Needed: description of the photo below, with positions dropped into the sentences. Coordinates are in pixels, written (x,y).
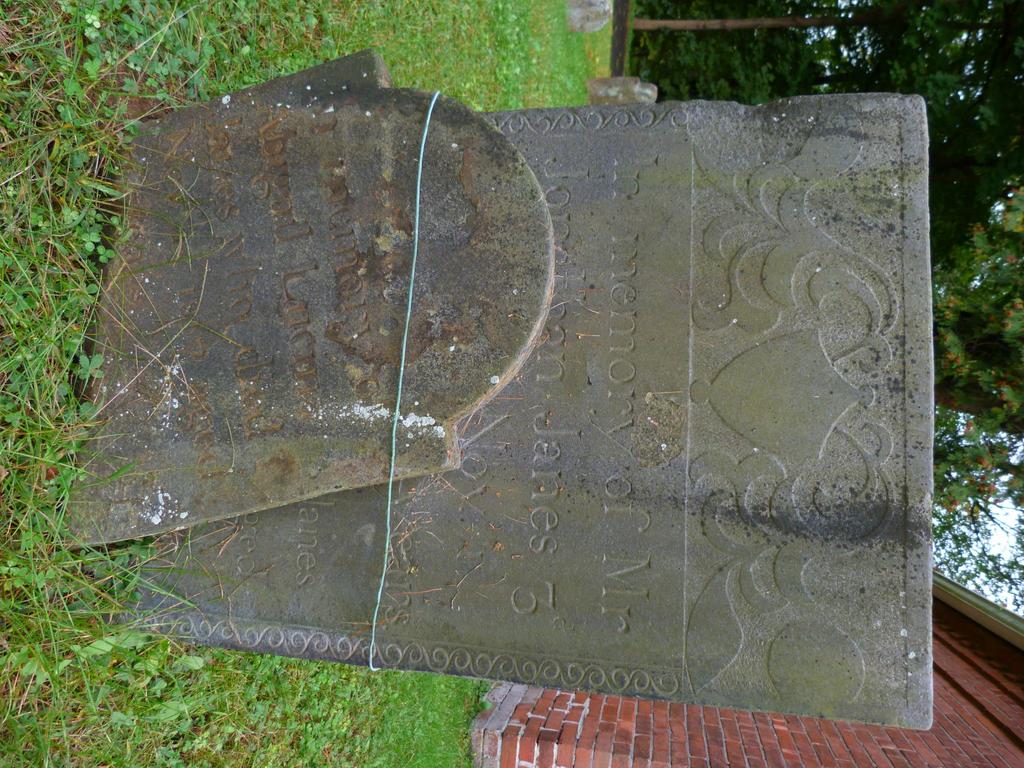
In the center of this picture (553,456) we can see the text (574,300) on the headstones (343,422) and we can see the plants (151,700) and green grass (439,702). In the background (949,503) we can see the sky (1015,512), trees (972,158), metal rod (776,23) and the brick wall (949,718).
